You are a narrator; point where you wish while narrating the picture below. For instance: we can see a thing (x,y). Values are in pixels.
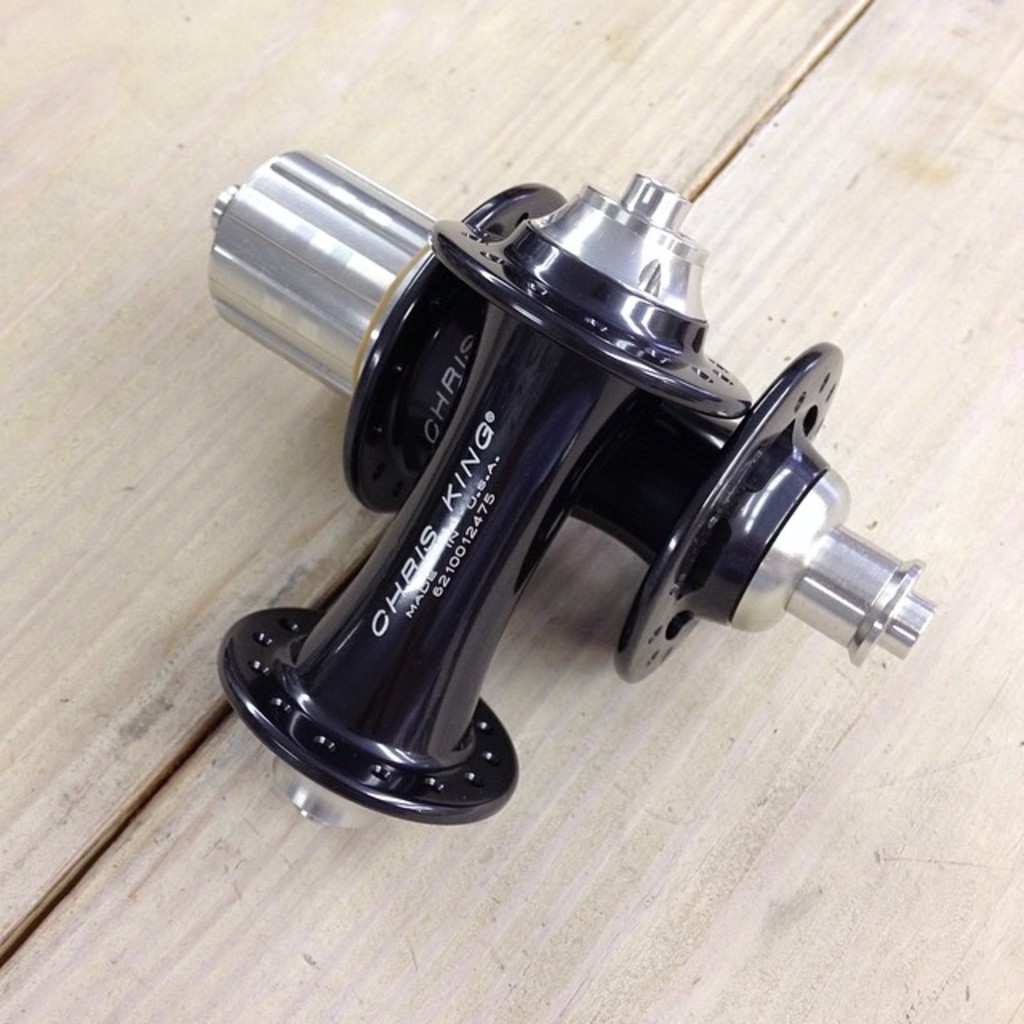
In this image I can see a black and silver color object (544,544) on the cream color surface (551,908).
